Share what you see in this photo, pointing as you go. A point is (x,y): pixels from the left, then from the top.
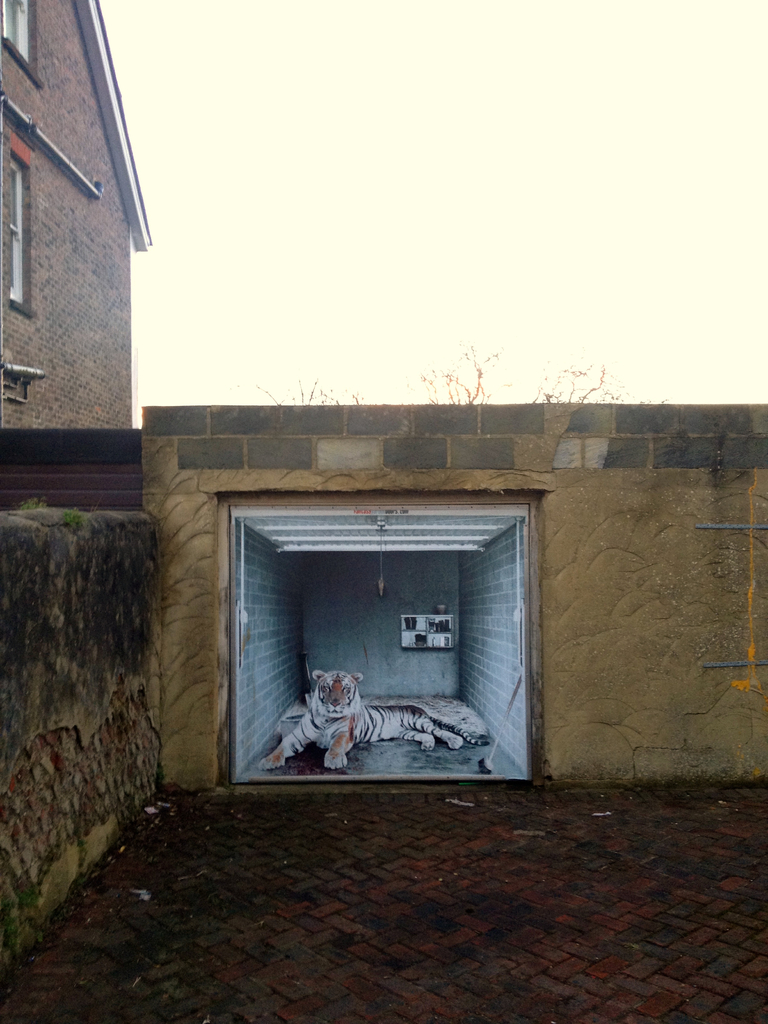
In the middle of the image (345,625) we can see a tiger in the room (338,597), in the background (75,328) we can see a building (75,306) and tree branches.
